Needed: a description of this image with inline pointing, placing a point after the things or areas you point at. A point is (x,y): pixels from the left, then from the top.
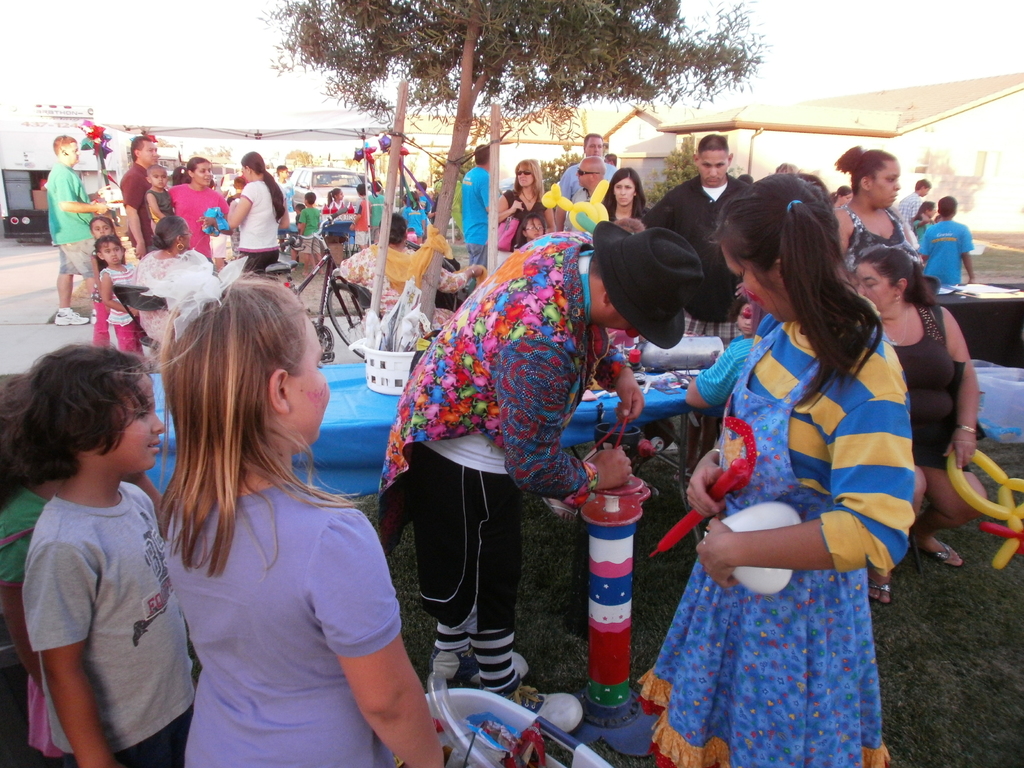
In this image in front (857,476) there are people (592,490) holding some objects (985,525). Behind them there is a table (356,372). On top of it there are a few objects (631,347). Behind the table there are people (61,202) standing the road (33,251). In the background of the image (460,93) there are trees (467,135), cars (340,177), buildings (427,148).
